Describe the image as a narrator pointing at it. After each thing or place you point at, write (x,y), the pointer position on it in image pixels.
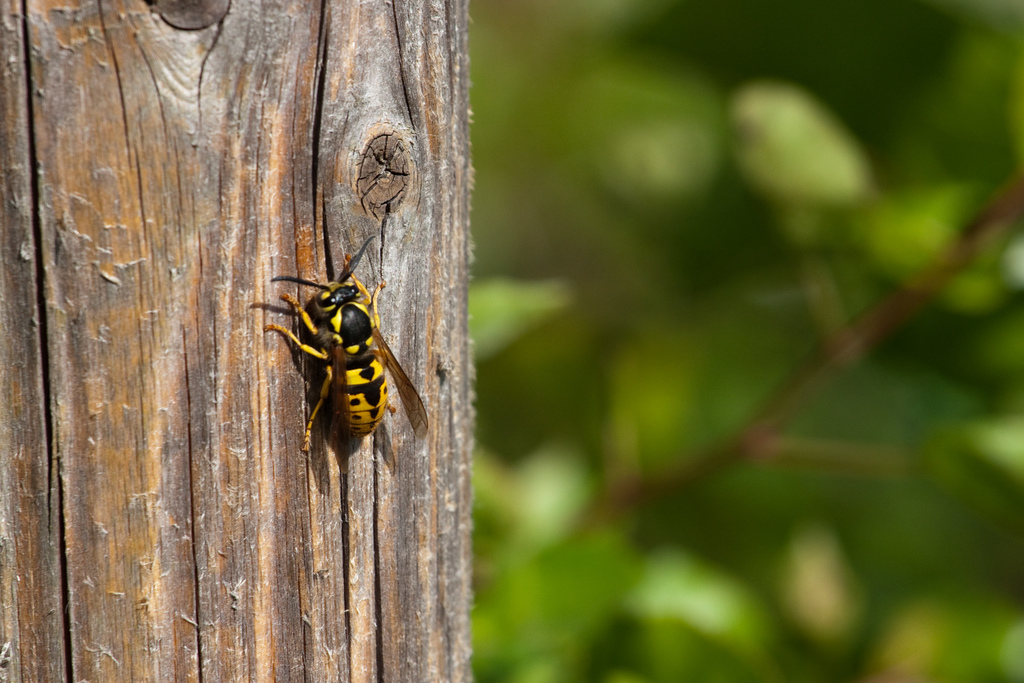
In this image, I can see an insect (322,350) on the tree trunk (258,268). The background (561,197) looks green in color, which is blur.
